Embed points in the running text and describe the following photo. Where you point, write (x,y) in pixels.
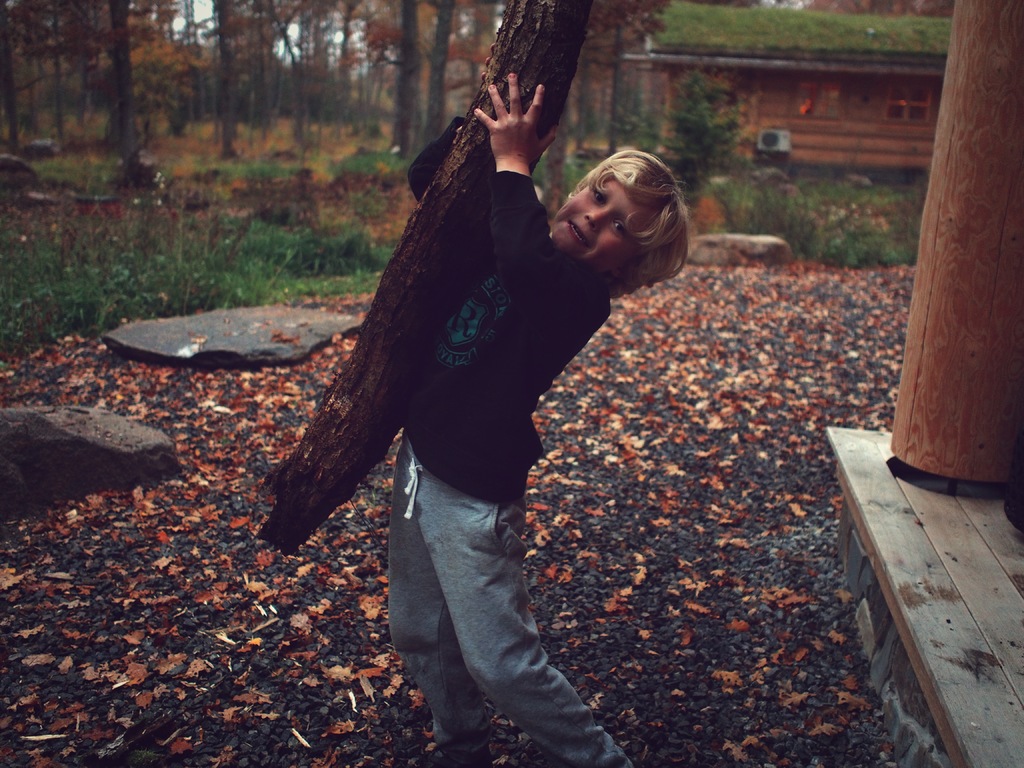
In this image I can see a person (445,549) standing and holding some wooden object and the person (547,357) is wearing black shirt (490,327) and grey pant (471,578), background (747,107) I can see a wooden house (917,141), trees (734,119) in green color and the sky (198,12) is in white color.
